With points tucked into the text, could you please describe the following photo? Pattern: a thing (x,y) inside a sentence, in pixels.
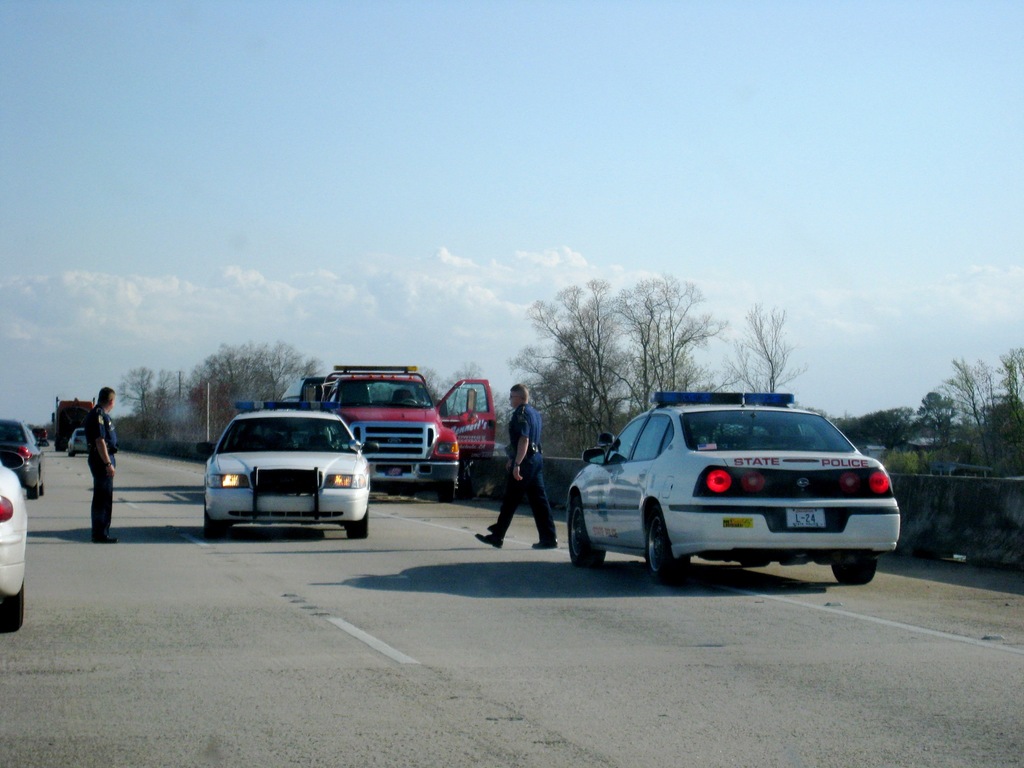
In this image there are few cars (315,505) on the road (343,609) and two people (109,496) are standing on the road (490,598). At the right side of the image (885,416) there are trees (903,419) and at the top (502,206) there is sky (325,208).
